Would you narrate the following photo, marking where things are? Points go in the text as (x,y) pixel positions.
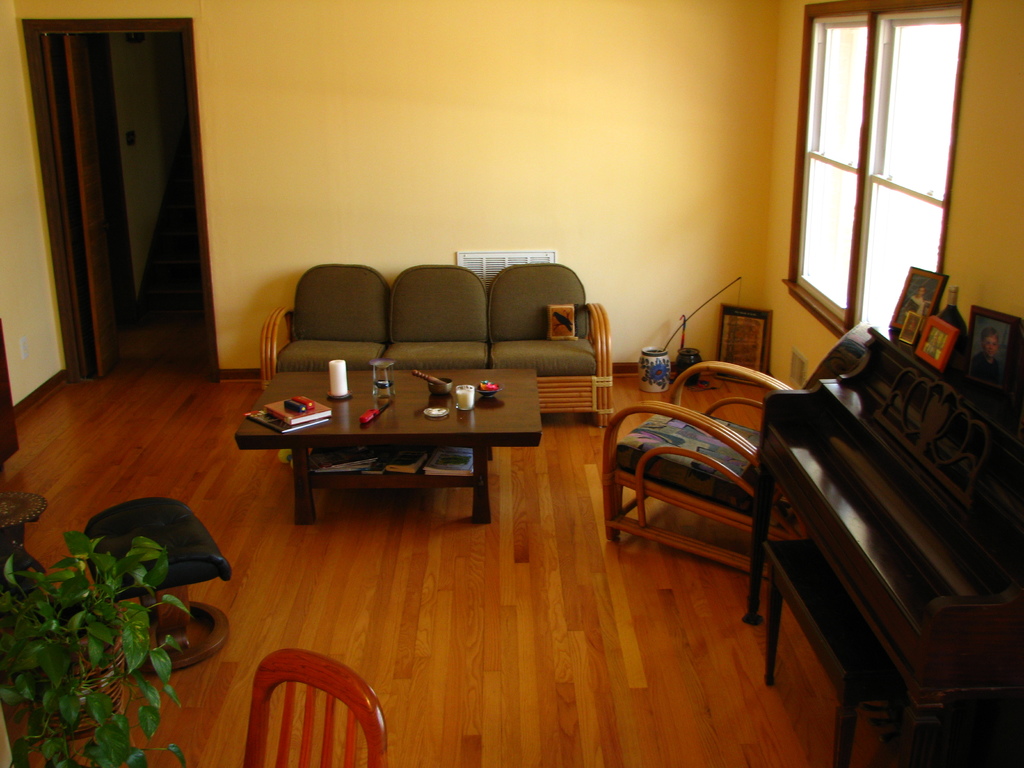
The picture is taken in a closed room (639,281) in which sofa (507,361) and chairs (678,476) are present and there is a table (536,371) in the middle (482,485) where books (305,425), candles (341,371), bowls (439,385) are present. Coming to the right corner of the picture (916,290) some photos (982,374) are present. There is a window (879,298) and at the corner there are some pots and at the left corner of the picture (74,632) there is one plant (51,623). There is one door (91,231) where stairs (174,293) are present behind the door (66,216).
